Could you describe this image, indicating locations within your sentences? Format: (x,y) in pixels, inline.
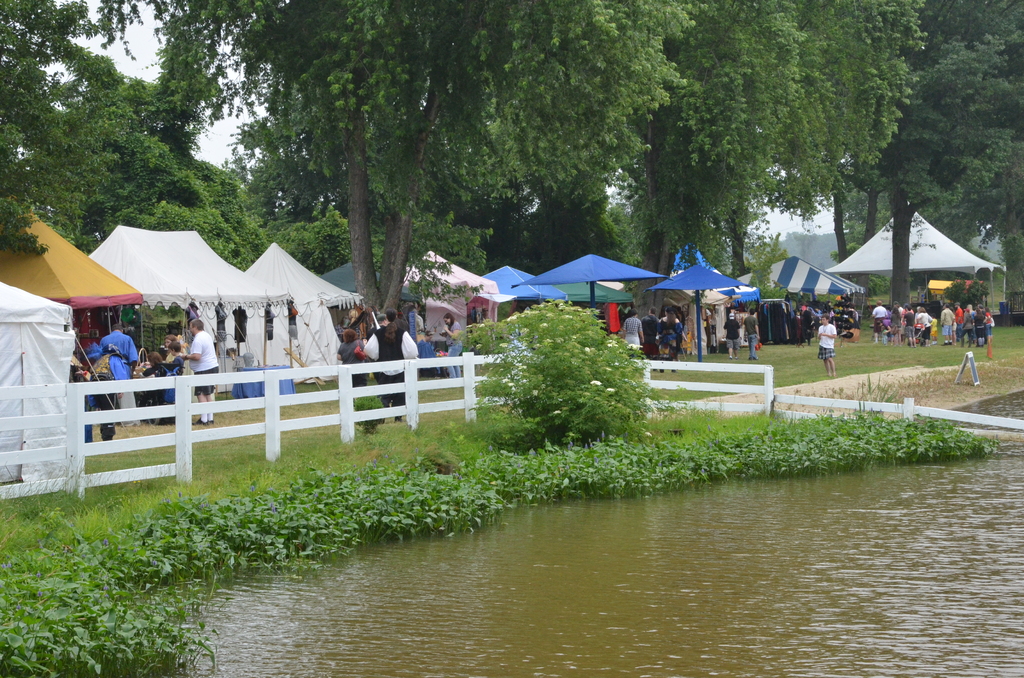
In this image I can see water (588,555), grass (681,399), number of tents (23,265), number of trees (984,155) and here I can see number of people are standing.
